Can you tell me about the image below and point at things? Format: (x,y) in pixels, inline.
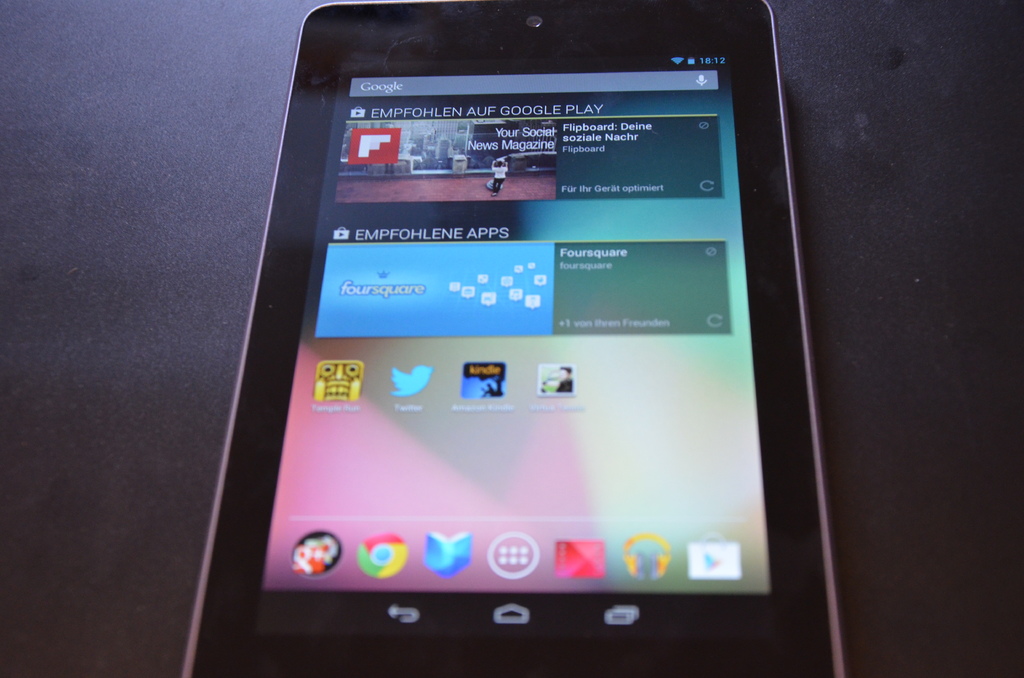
In this image we can see a mobile phone (687,662) with some apps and the background (883,187) is dark in color.
